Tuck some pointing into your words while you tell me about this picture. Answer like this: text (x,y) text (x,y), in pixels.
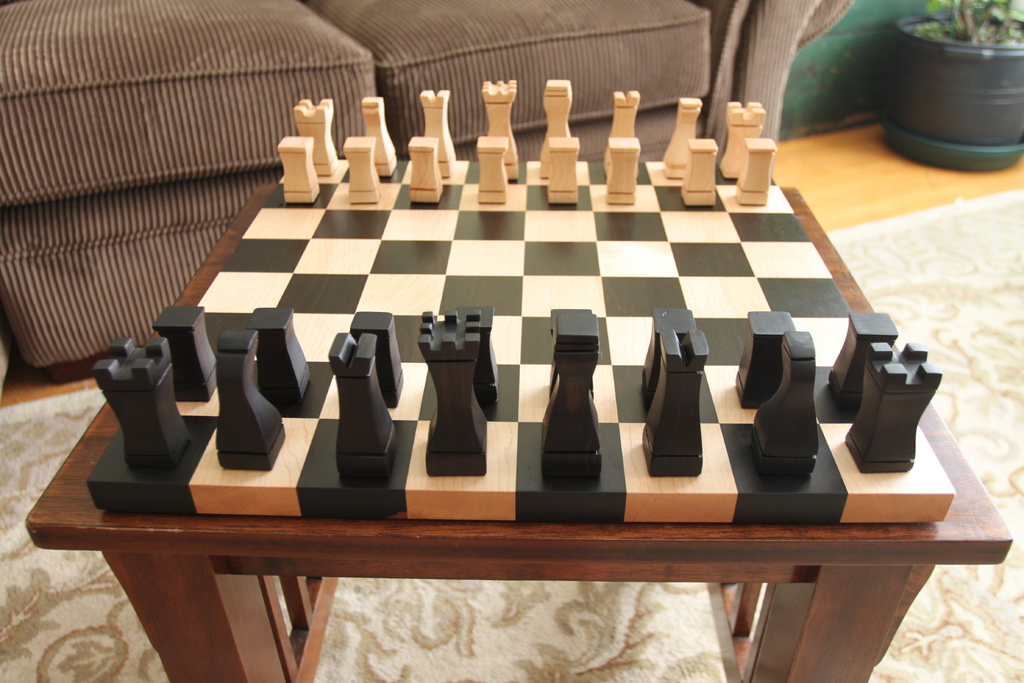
In this image in the center (471,305) there is a chess board (537,272) on the stool (489,563). On the right side (975,65) there is a plant (957,29) inside the pot (958,78) which is black in colour and at the top (343,45) there is a sofa (389,58). On the floor (963,328) there is mat (986,339).
